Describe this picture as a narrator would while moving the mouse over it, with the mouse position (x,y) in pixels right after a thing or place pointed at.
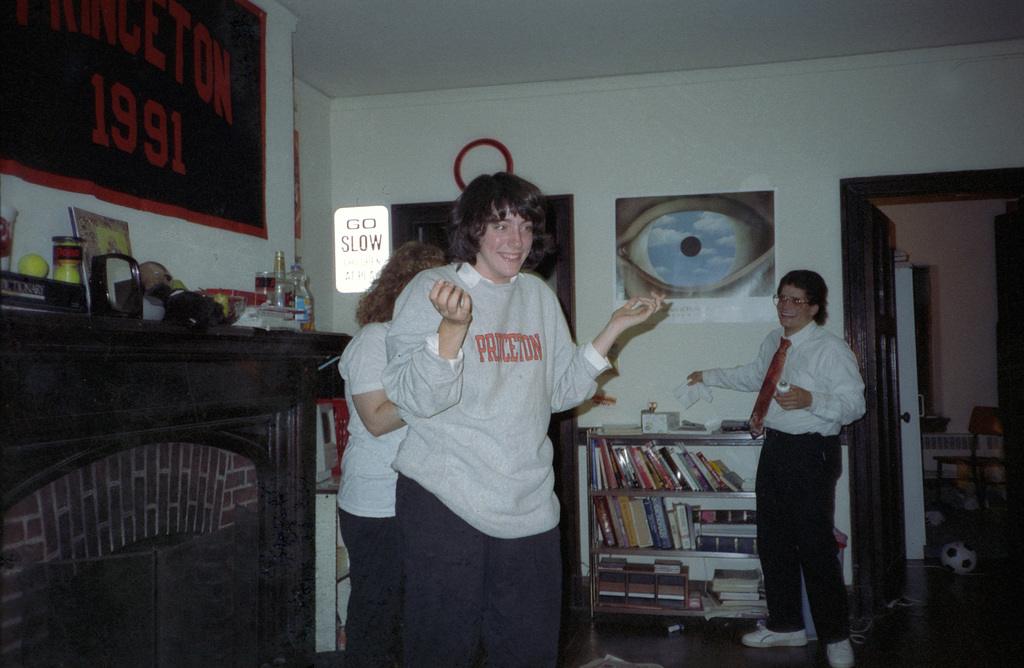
In this image few persons (779,399) are standing on the floor (706,635). A person (799,388) wearing white shirt (799,378) and tie (771,376) is holding an object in his hand (793,400), beside him there is a rack (630,498) having few books (663,509) in it. Few posters (653,249) are attached to the wall (829,271). Left side (308,343) there is a shelf (186,334) having a mirror (125,283), bottles (290,295) and few objects (273,285) on it. Right side (965,566) there is a door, beside there is a ball (957,556), behind it there is a chair (965,484).
